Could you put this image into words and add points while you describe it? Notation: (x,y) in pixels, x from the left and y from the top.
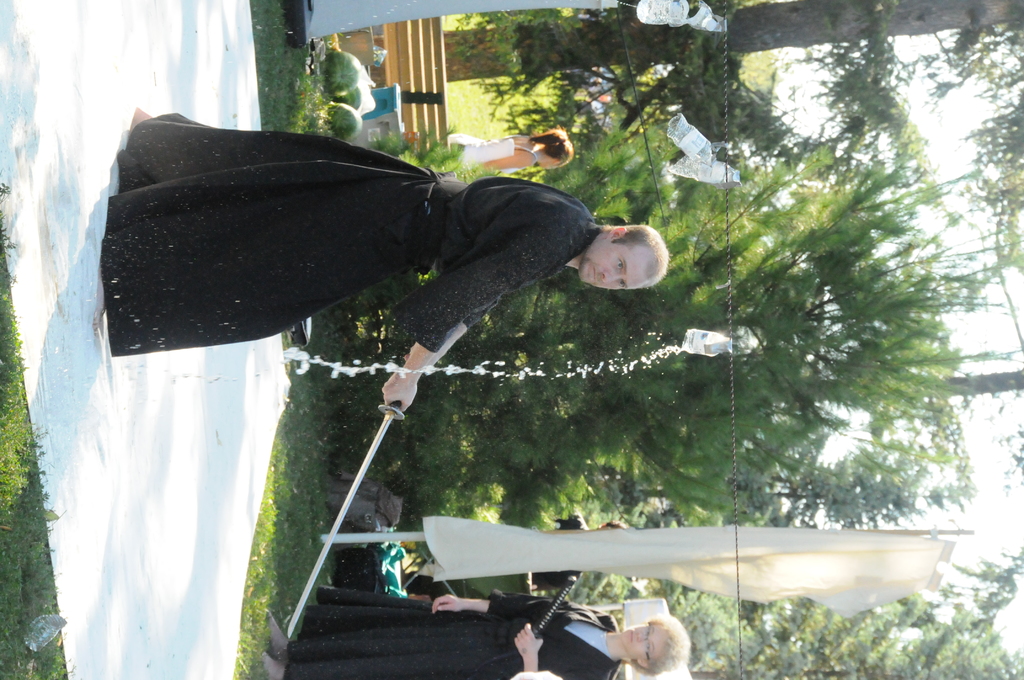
In this image there is one person (420,298) who is holding a sword (316,574), and in the background (552,475) there are some people (602,635), bench (425,118), stools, trees (709,492), wires (662,201), bottles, flag (837,581) and watermelons (347,84), rocks (369,508). And on the left side of the image (168,67) there is walkway (209,463) and grass (287,563), and on the right side of the image (1007,283) there is sky (920,37).
